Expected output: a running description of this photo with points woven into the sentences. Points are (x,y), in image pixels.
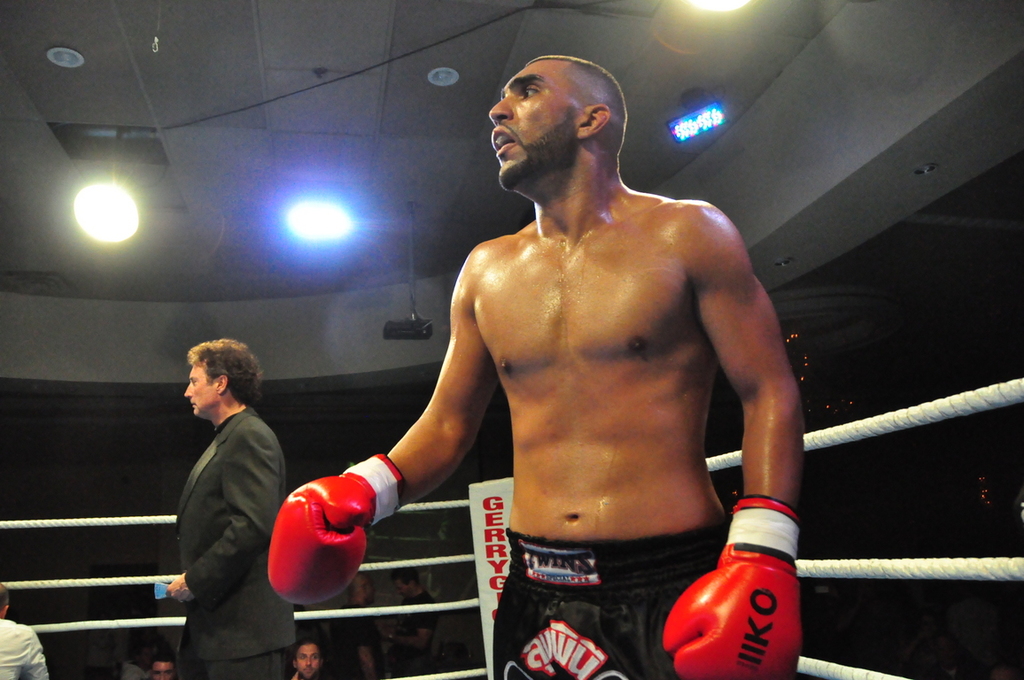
In the image there is a boxing player (563,460), behind him there is a man (216,535) and around him there is a fencing (866,424) with ropes (910,420). In the background (377,578) there are a group of people (19,642).
